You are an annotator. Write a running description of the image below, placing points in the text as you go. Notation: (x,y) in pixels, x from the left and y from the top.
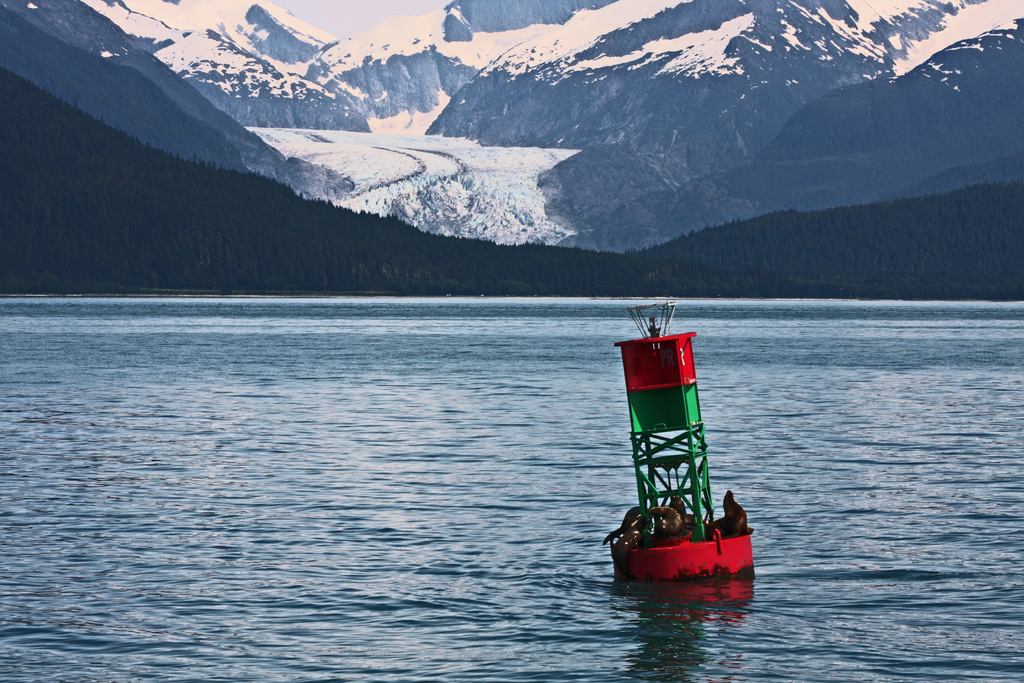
In this image we can see an object (648,470) on the water (780,561). On the object (703,545) there are animals (686,511). In the background (450,276) there are trees (450,276) and hills (392,95).
